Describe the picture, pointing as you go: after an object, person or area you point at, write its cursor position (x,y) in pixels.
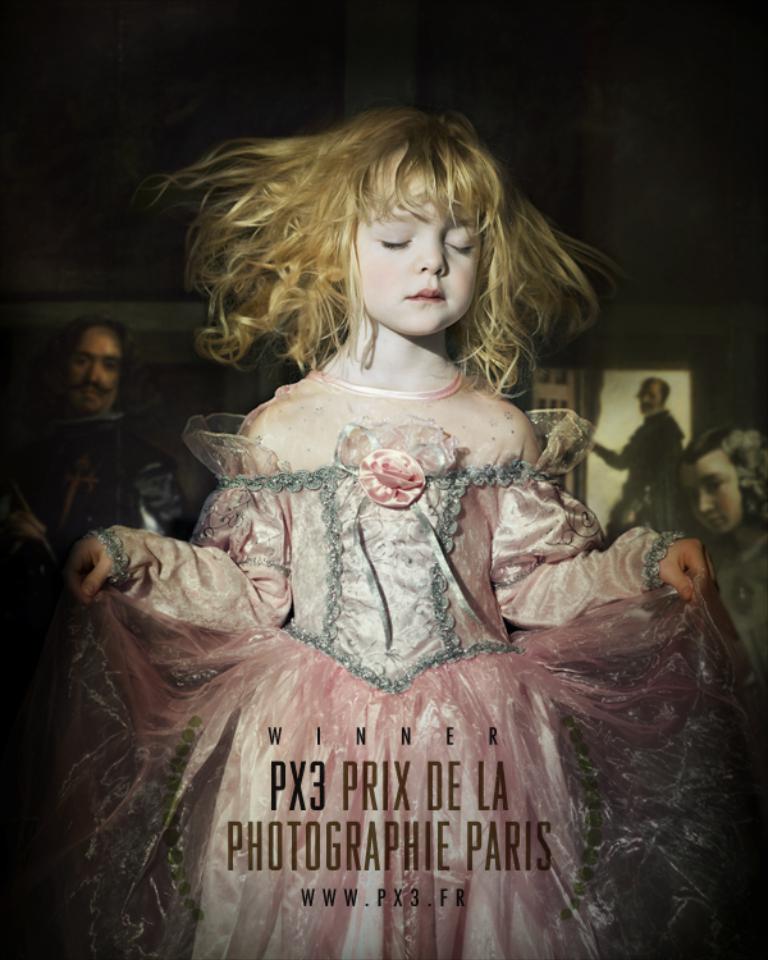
In the picture we can see a girl (583,585) with pink color dress (588,697) and she is holding it and closing her eyes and she is with golden hair (227,313) and behind her we can see some people (55,506) are standing and watching her and on the girl dress (603,695) we can see a name PX3 PRIX DE LA photographie Paris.
